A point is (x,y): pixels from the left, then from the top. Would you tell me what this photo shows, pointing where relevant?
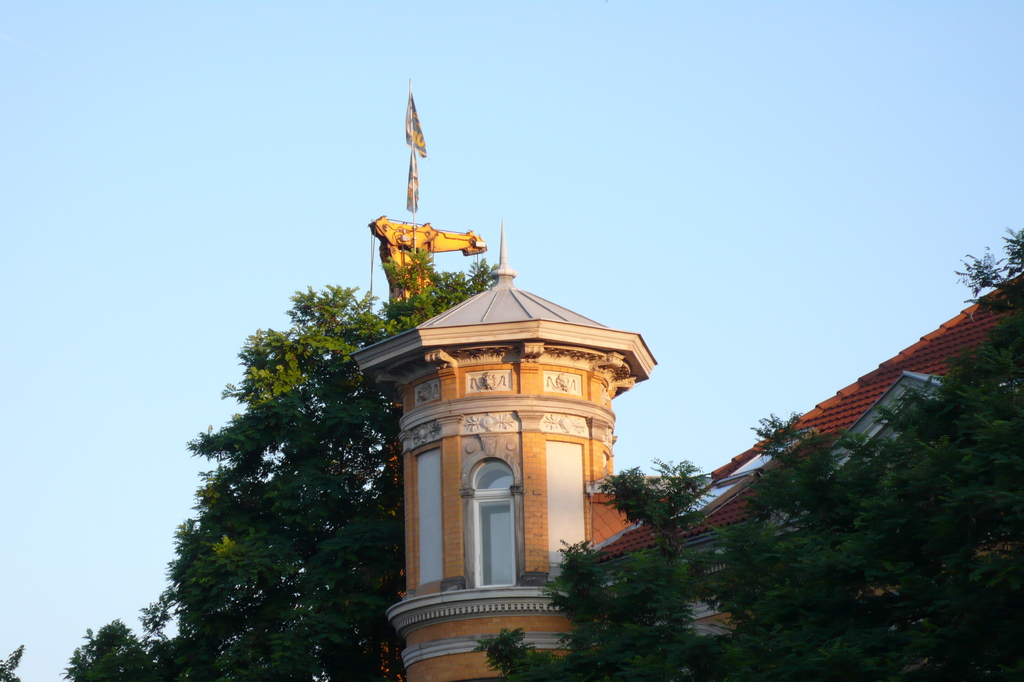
On the right side of the image (713,536) there is a building (513,477) and trees (588,586). In the background (462,102) there is a sky (612,117).
